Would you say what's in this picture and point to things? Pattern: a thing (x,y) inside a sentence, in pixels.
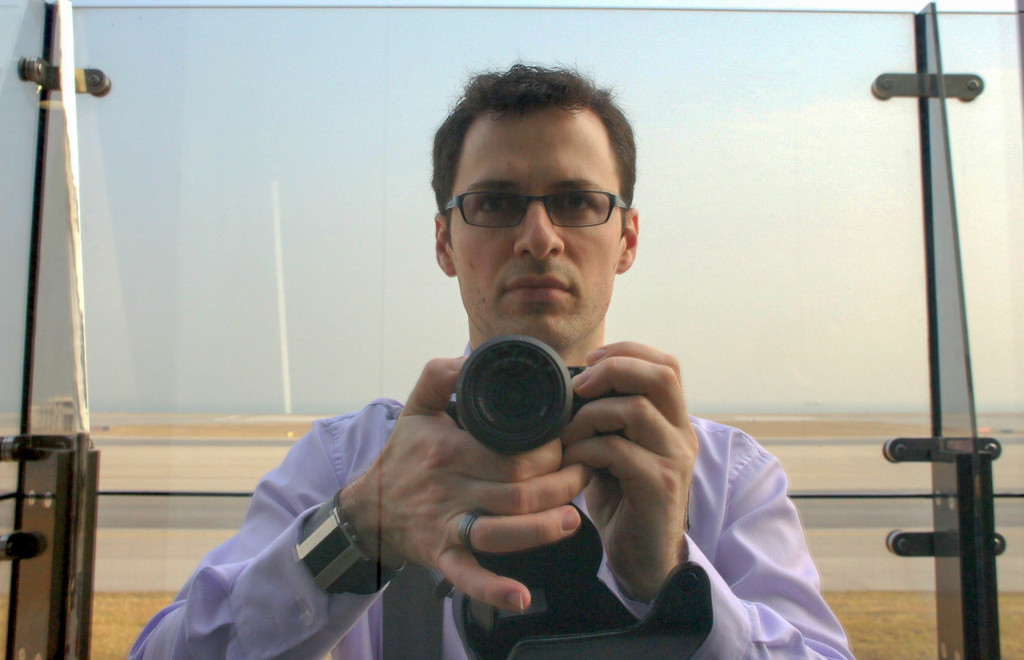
As we can see in the image there is a man (517,457) holding camera (541,390).
